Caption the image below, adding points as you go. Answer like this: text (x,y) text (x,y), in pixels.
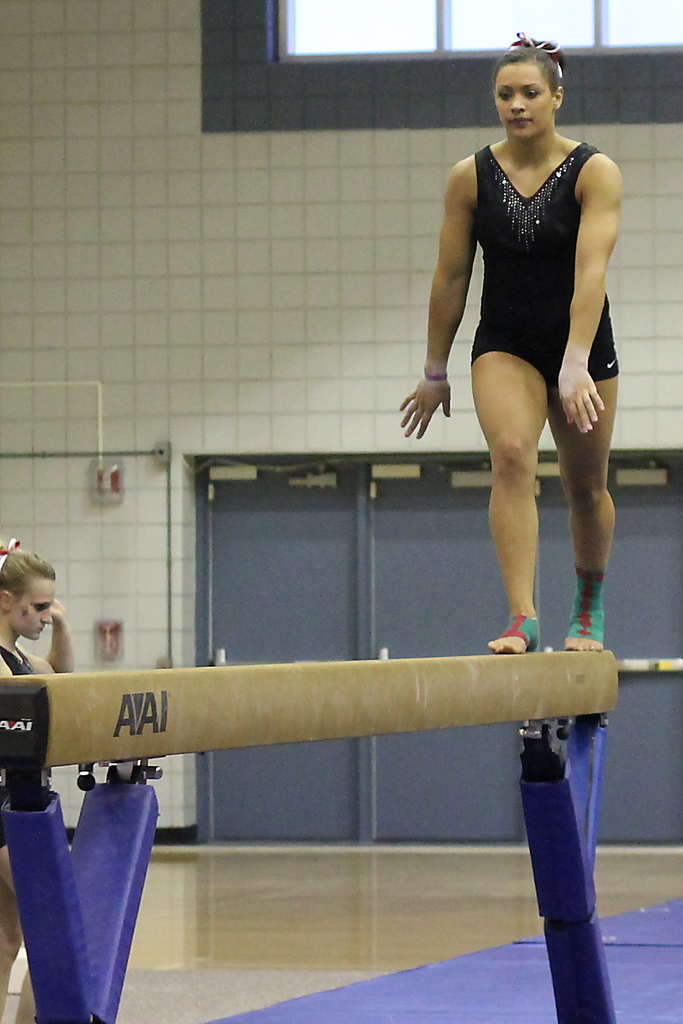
The picture consists of balance beam (458,671) and two women (550,394). At the bottom (514,975) there is a mat (629,959). In the background (382,584) there are doors (295,592), windows (385,35), pipe (103,447) and other objects (106,502).
